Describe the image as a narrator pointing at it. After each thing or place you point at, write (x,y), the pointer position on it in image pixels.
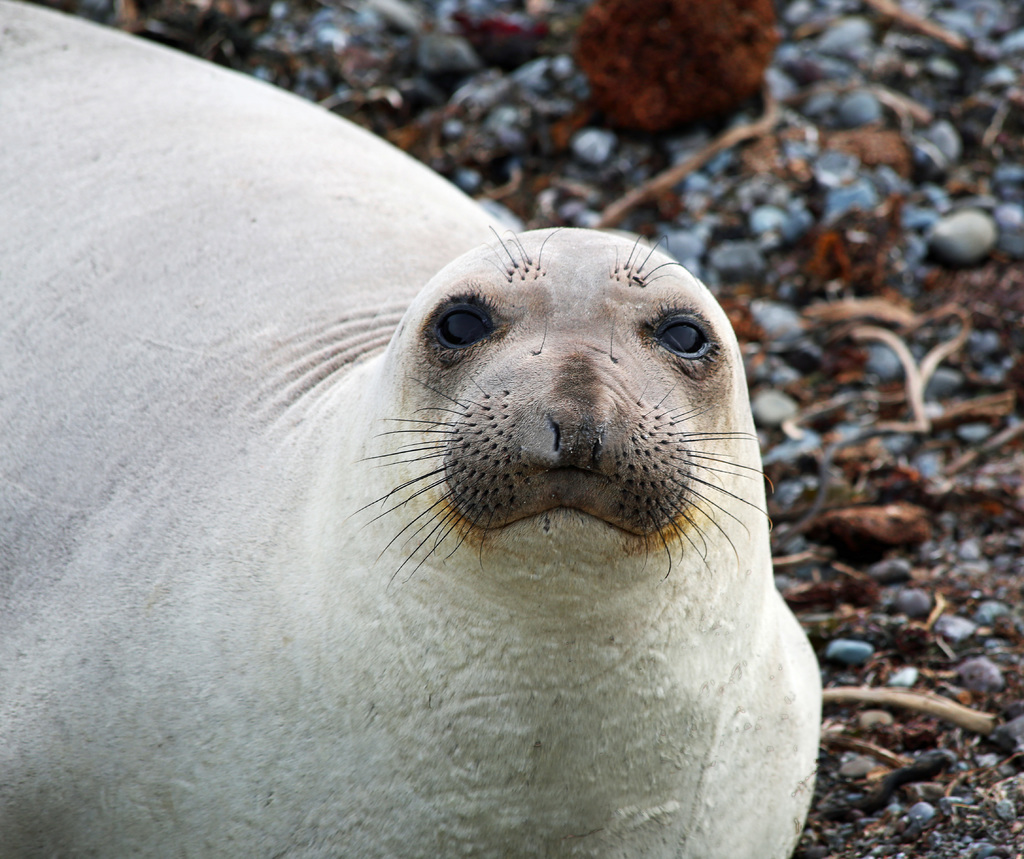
In this image, we can see a seal fish (403,669). In the background (872,236), image is blurred.
